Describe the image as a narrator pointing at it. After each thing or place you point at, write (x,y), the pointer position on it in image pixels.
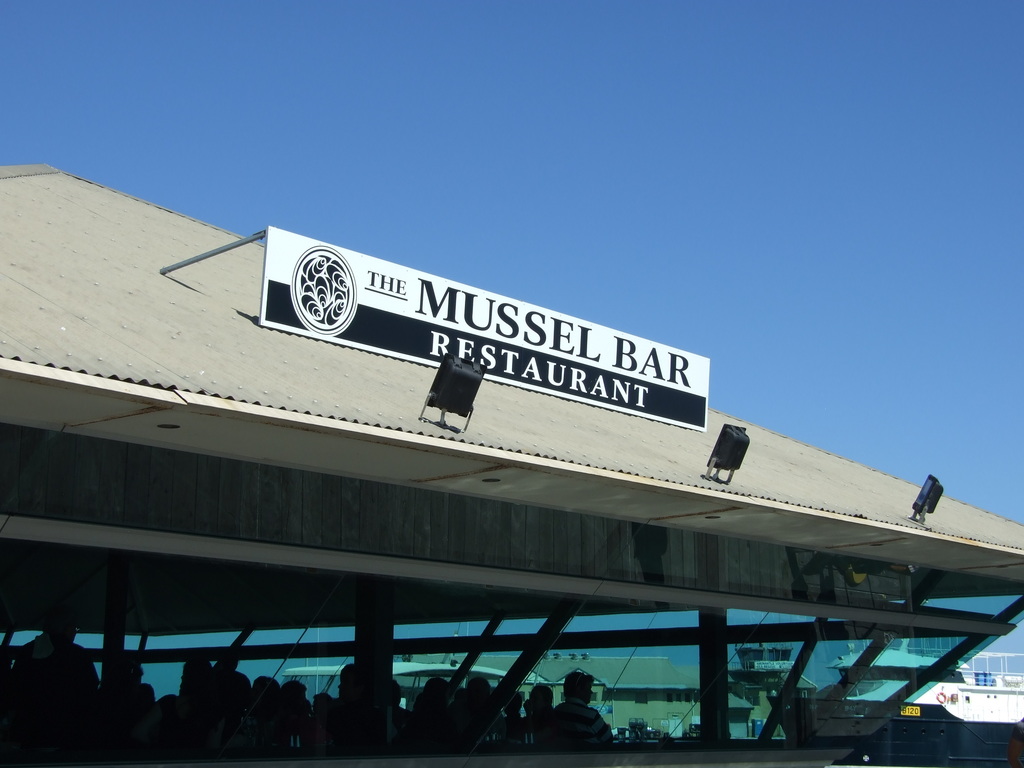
In this image we can see one restaurant (131,280) with some people (43,680), some tables (676,742) with some objects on it, some lights (916,503) on the roof (143,258), one board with text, some lights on the ceiling (207,430), some houses (648,714), one ship (966,701), some objects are on the surface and at the top (258,85) there is the sky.
